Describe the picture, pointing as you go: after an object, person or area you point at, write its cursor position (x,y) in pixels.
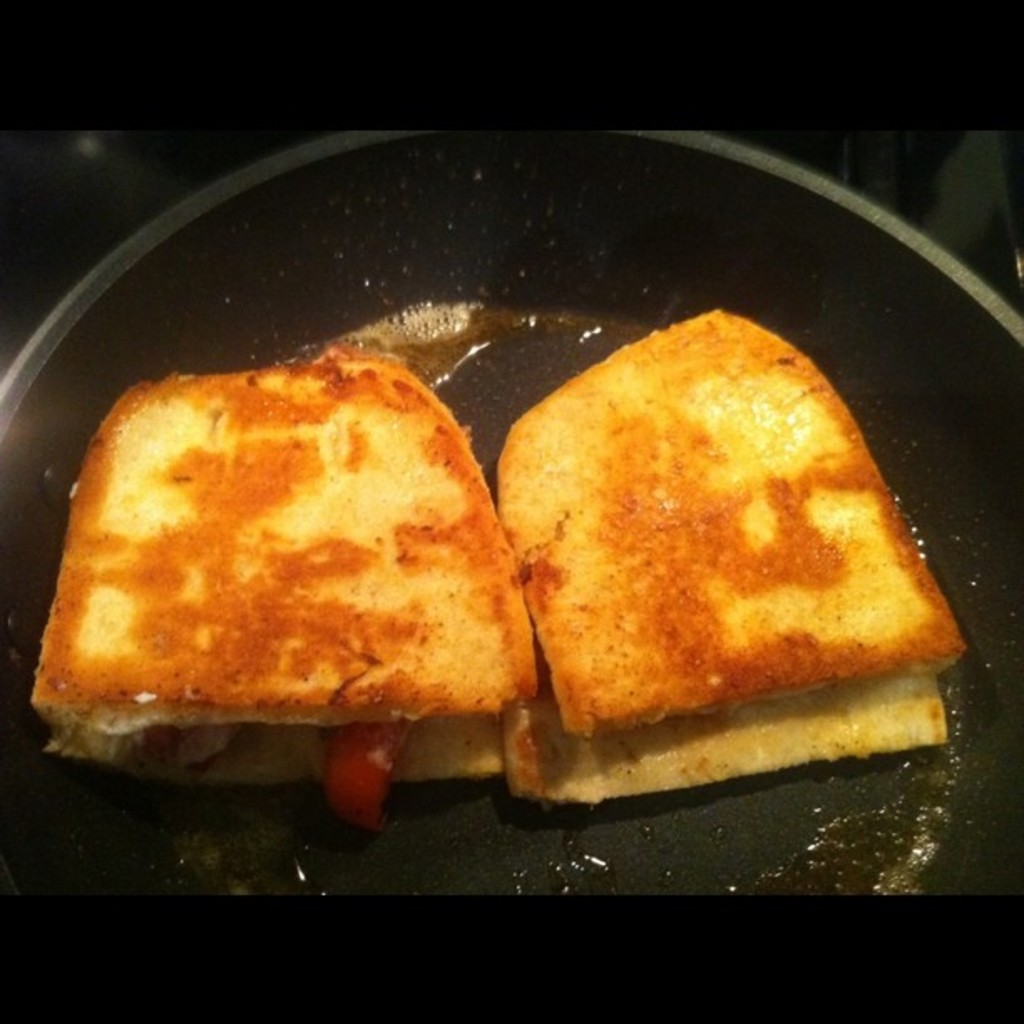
In the image there are two bread toasts (626,539) in a pan (728,211).
